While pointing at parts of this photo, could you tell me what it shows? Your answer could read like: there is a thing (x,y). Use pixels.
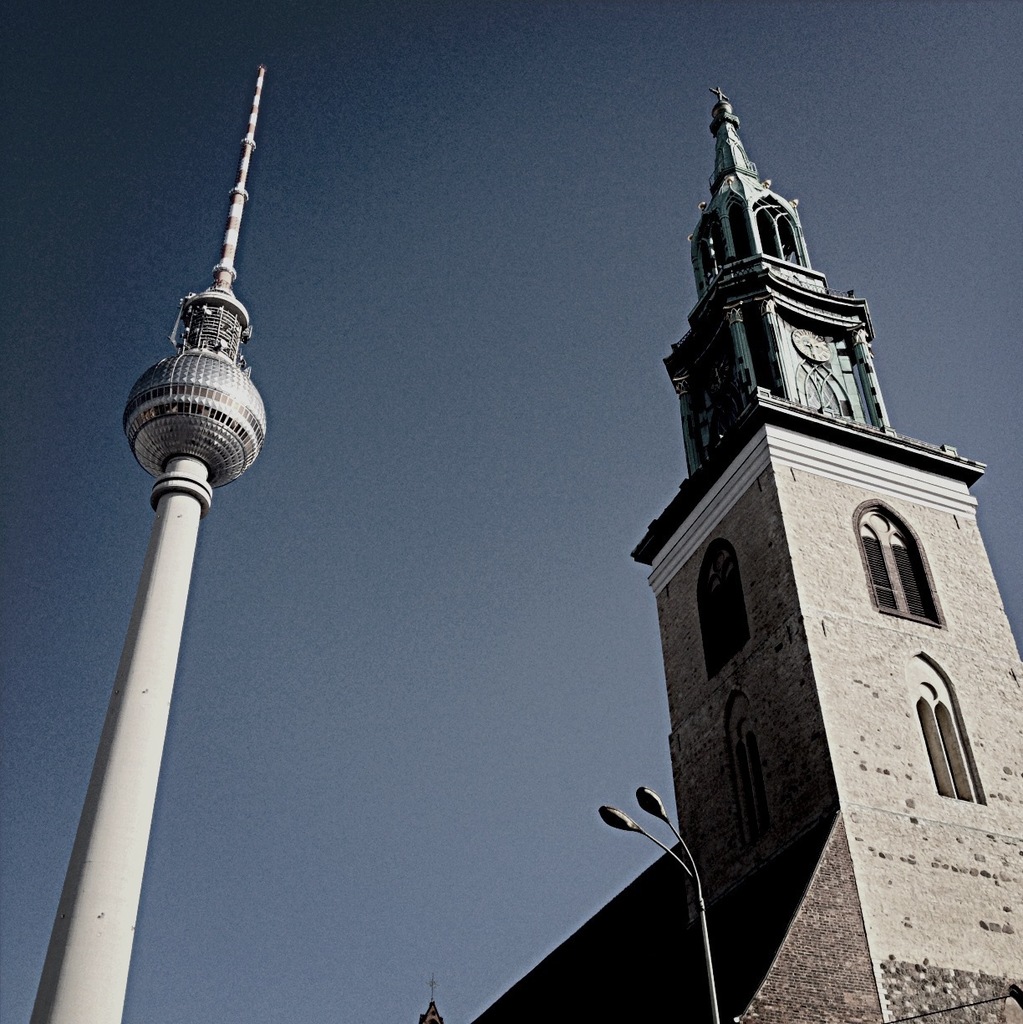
In this image on the right side (819,704) there is a building (780,612), and it looks like a church (843,471) and on the left side (140,580) there is one tower (154,771). And in the background (407,418) there is sky (418,495), and at the bottom of the image (705,931) there is a pole (709,969) and street lights (655,842).
